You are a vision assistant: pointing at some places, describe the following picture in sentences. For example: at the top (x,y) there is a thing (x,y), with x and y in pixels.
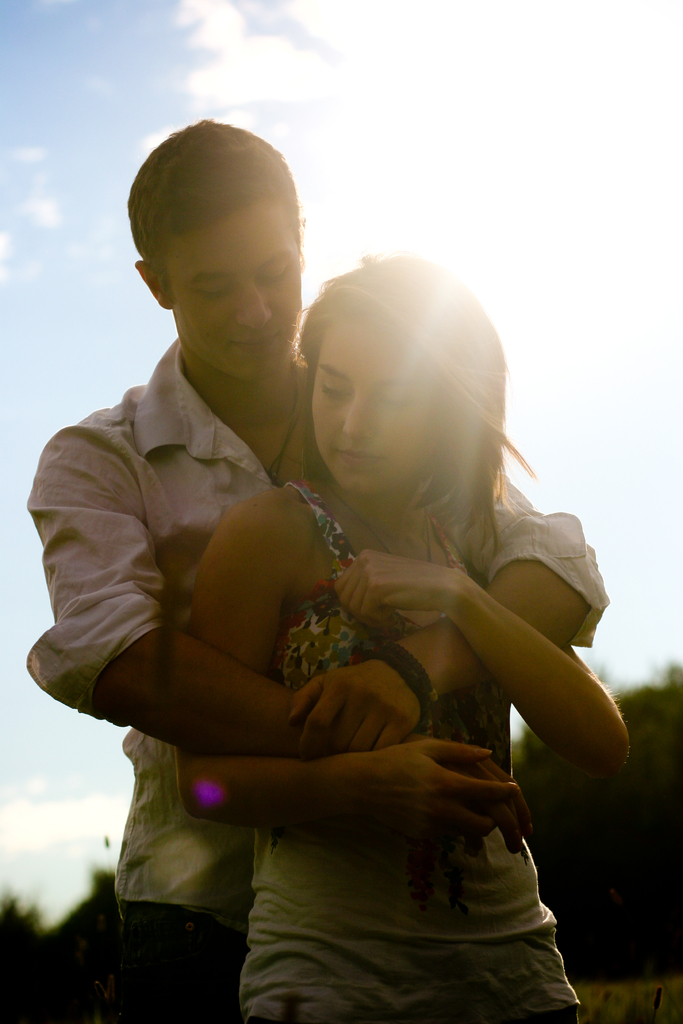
Here is the man (271,735) and woman (358,798) standing. This is man (160,577) is hugging the woman (375,596). In the background (76,930), I think these are the trees (644,837). These are the clouds (260,58) in the sky (79,59).
